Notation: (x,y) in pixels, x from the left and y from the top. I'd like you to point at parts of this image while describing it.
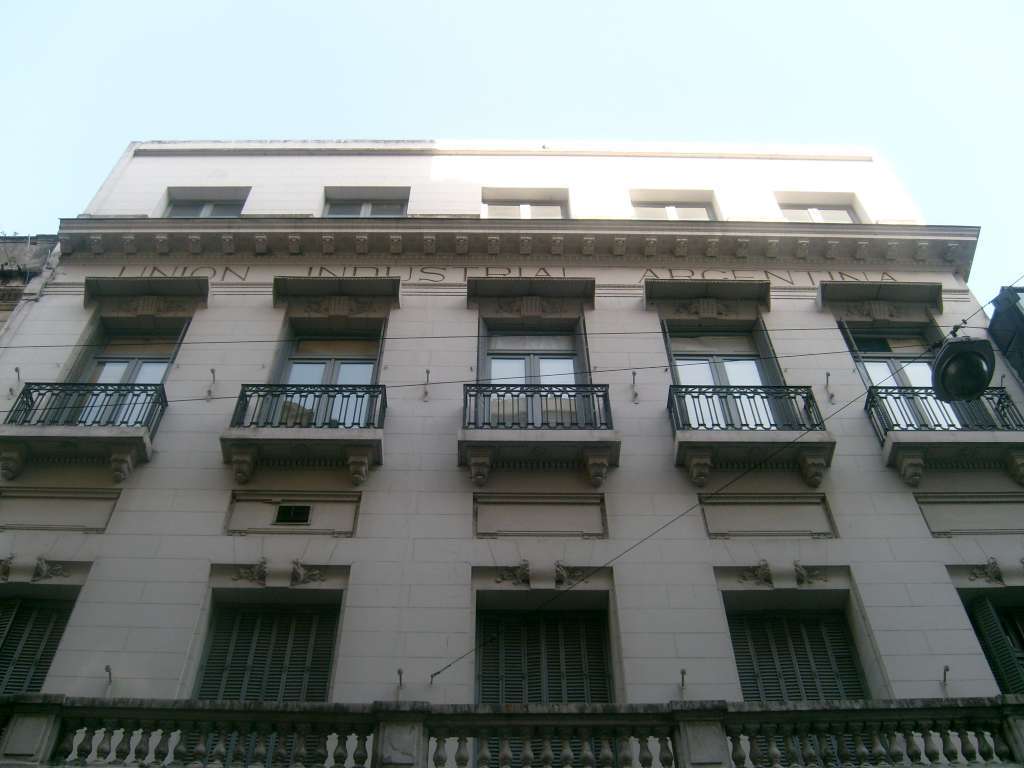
In the foreground of this image (364,736), there is a building (557,309) and a lamp (974,362) like an object (958,352) to a cable (739,477). We can also see railings (499,412), windows (597,650) to the building (840,311) and at the top (686,54), there is the sky (536,29).
